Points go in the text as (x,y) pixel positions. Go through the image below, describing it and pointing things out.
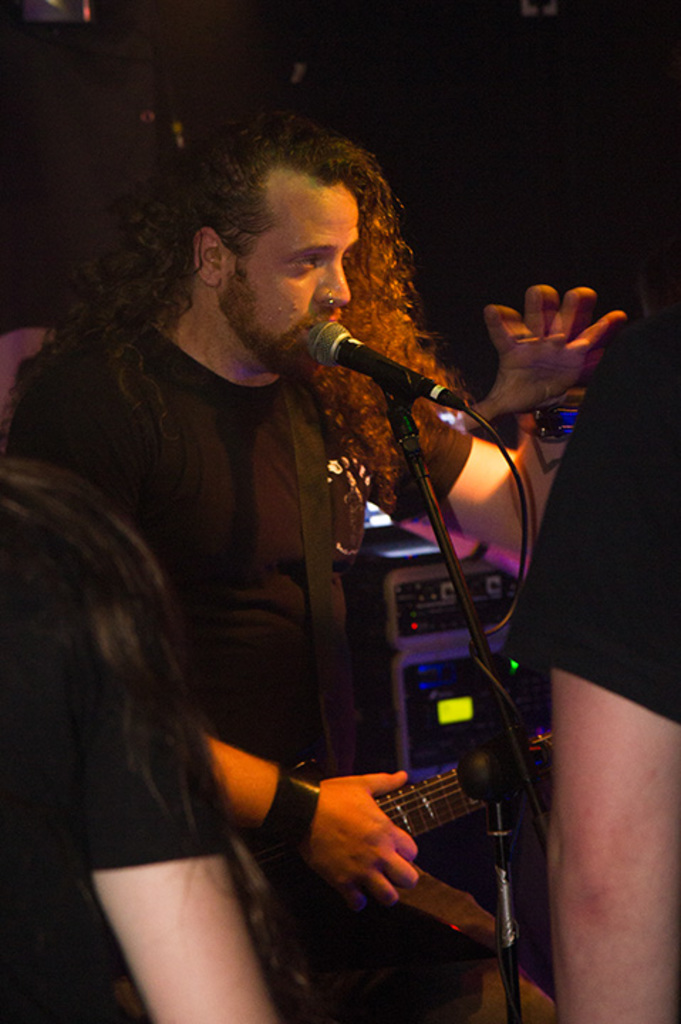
This picture describes about group of people (608,696), in the middle of the image (364,510) we can see a man (266,419), he is holding a guitar (351,912), in front of him we can see a microphone (453,401), in the background (462,682) we can see few musical instruments (442,579).
